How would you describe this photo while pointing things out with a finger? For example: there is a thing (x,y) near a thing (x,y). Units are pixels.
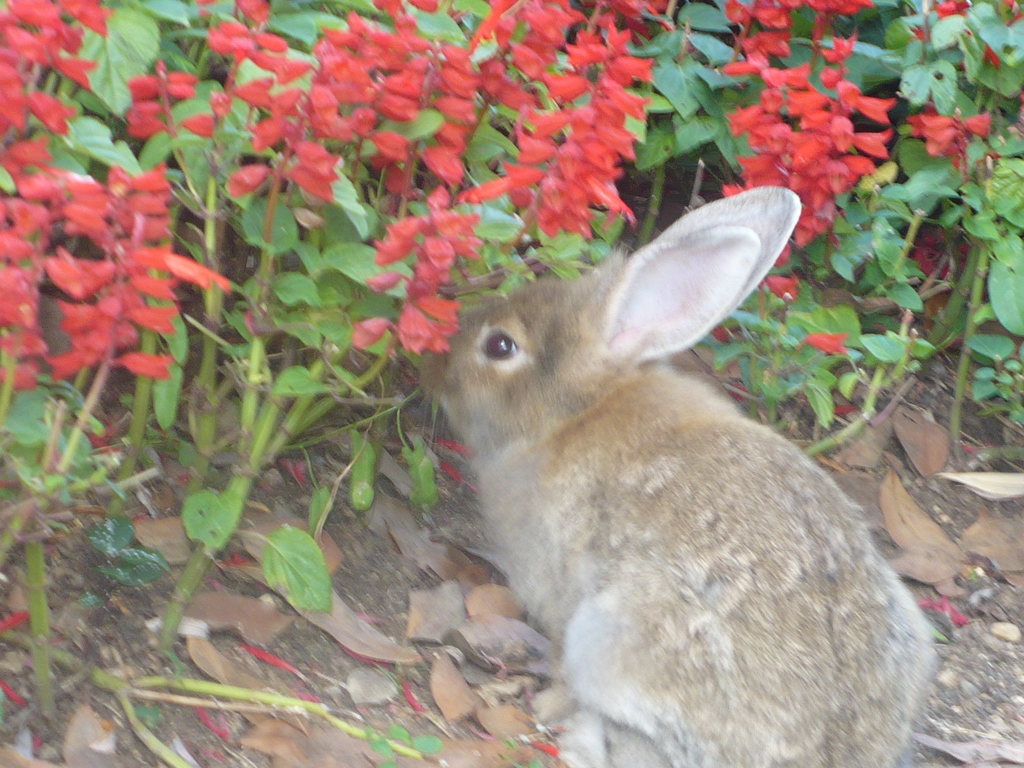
In this image there is a rabbit (632,513) and plants (256,439) with flowers (313,183).
